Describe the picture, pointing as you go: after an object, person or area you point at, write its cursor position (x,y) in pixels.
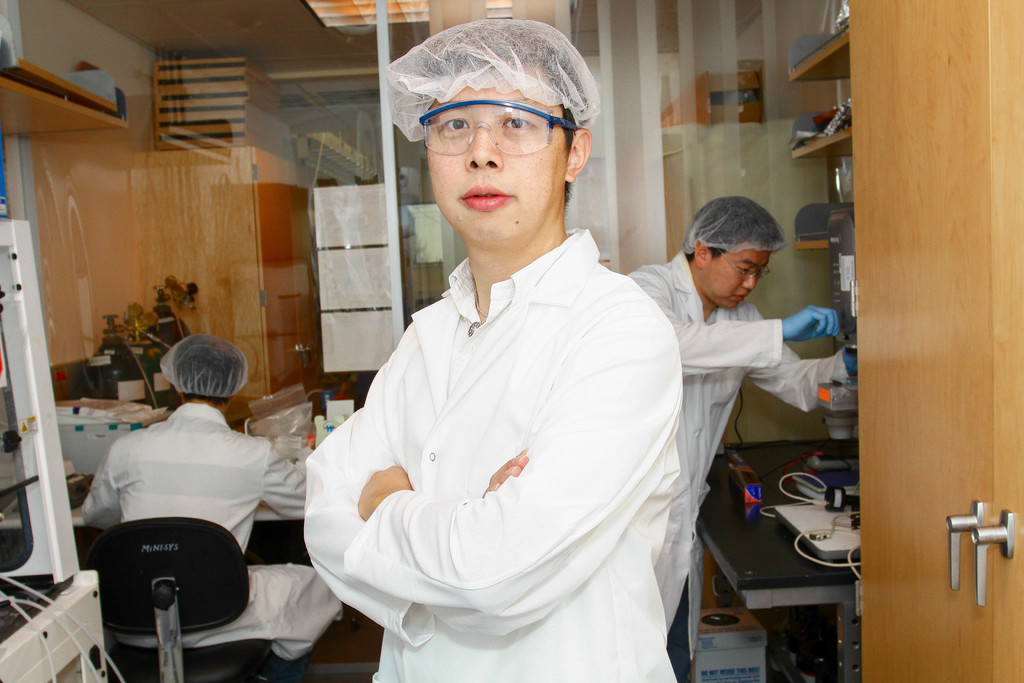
In this image I can see three people (358,455) with white color dresses (481,450). To the right (829,466) I can see few objects (796,505) on the black color surface (749,557) and few more objects (843,113) in the shelves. To the left (220,358) I can see the person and there are few more objects (277,419) in-front of the person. I can see the cylinders (101,376). In the background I can see the glass (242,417).
